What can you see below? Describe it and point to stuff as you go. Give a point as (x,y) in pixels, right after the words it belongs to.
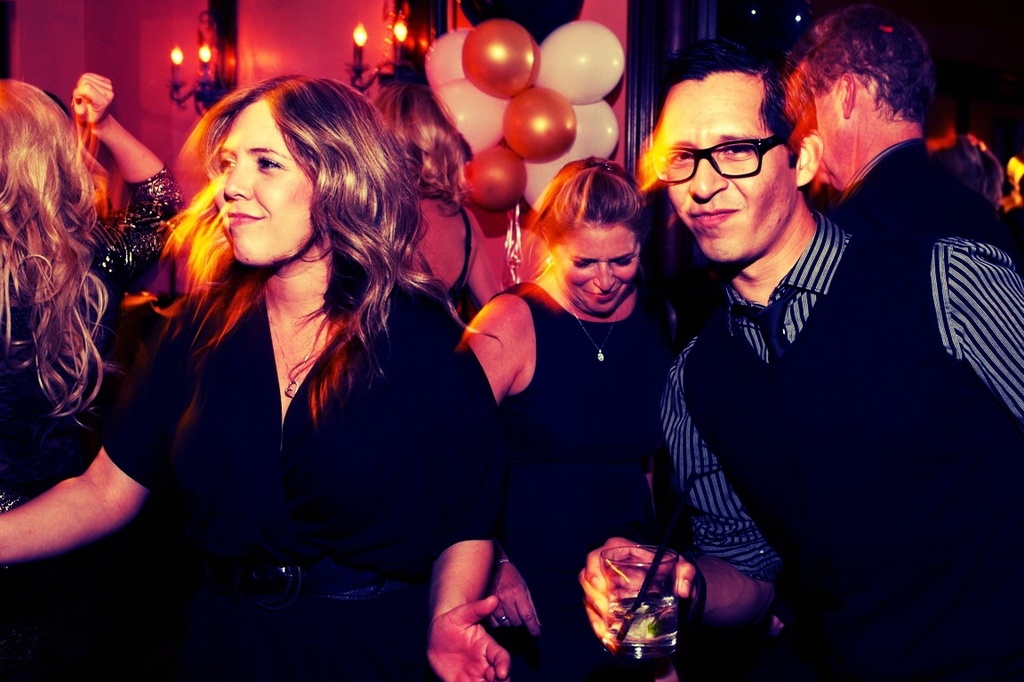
In this image there are few people (449,414) dancing, one of them is holding a glass (659,603) of drink (649,622). In the background (263,75) there is a wall (123,102) decorated with candles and balloons (484,101).
